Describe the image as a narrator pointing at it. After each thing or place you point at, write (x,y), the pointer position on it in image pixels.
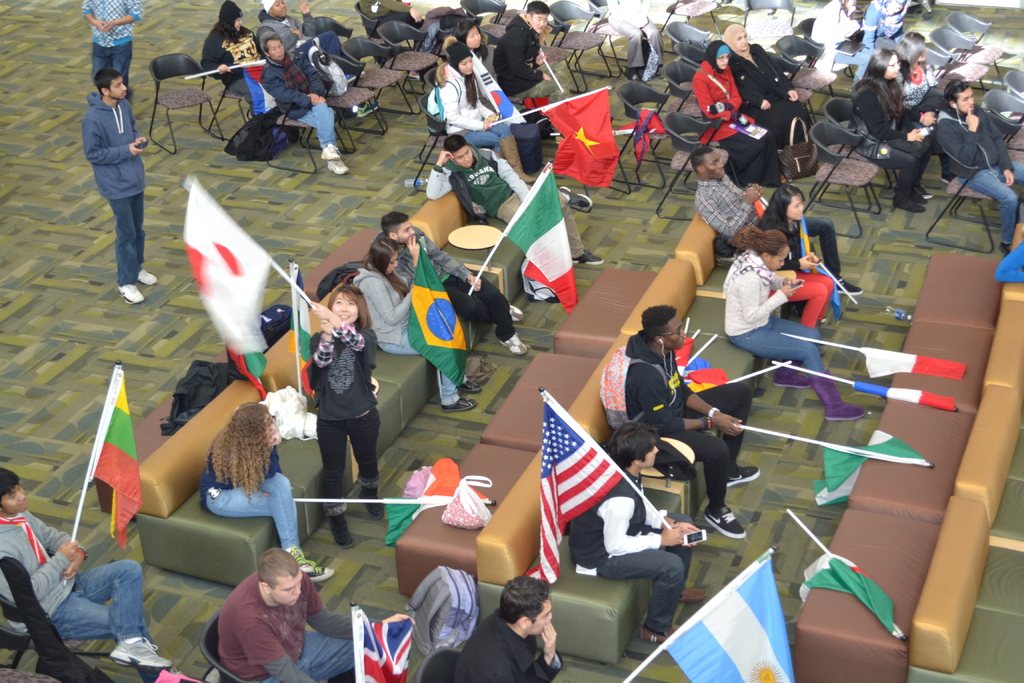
As we can see in the image there are few people (889,64) here and there sitting on chairs (821,84) and sofas (388,363). There are flags (125,423) and bags (471,518).
